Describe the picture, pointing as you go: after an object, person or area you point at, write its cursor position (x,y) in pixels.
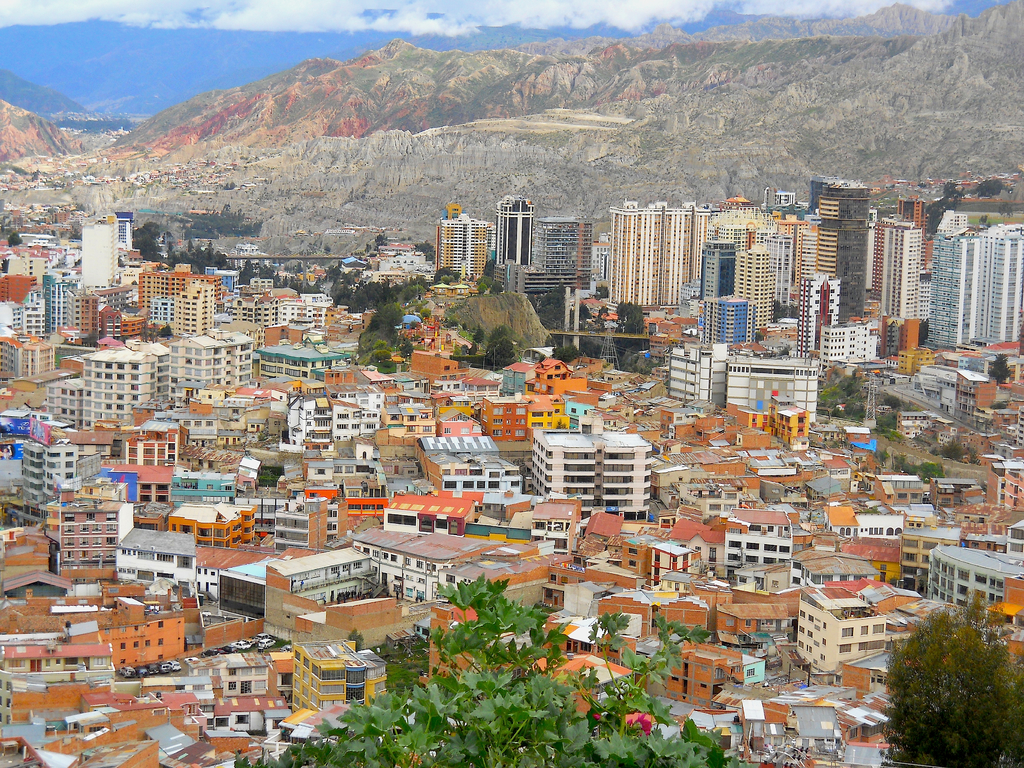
In this picture I can see the city (241,289). In the center (389,273) I can see the buildings (117,363), skyscrapers (915,250), trees (342,287) and advertisement boards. In the background (27,79) I can see many mountains (340,170). At the top (778,11) I can see the cloud (538,21).
